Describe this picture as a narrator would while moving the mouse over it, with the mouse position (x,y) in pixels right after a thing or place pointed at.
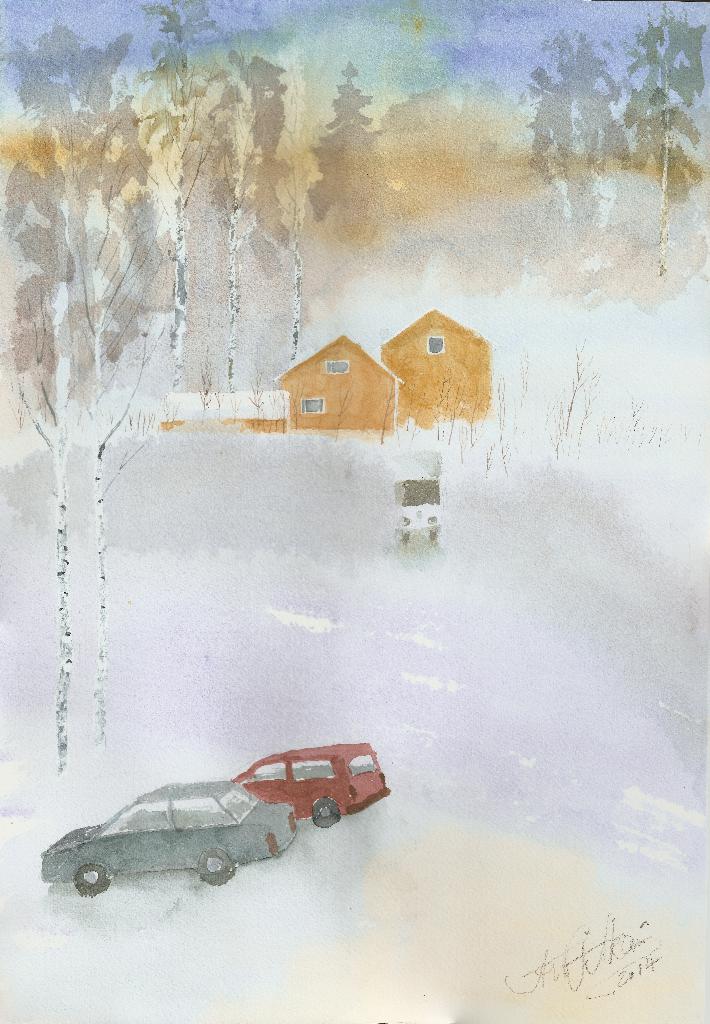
In this image I can see there is a painting (350,521) and there are cars (235,833), houses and trees (203,206).
